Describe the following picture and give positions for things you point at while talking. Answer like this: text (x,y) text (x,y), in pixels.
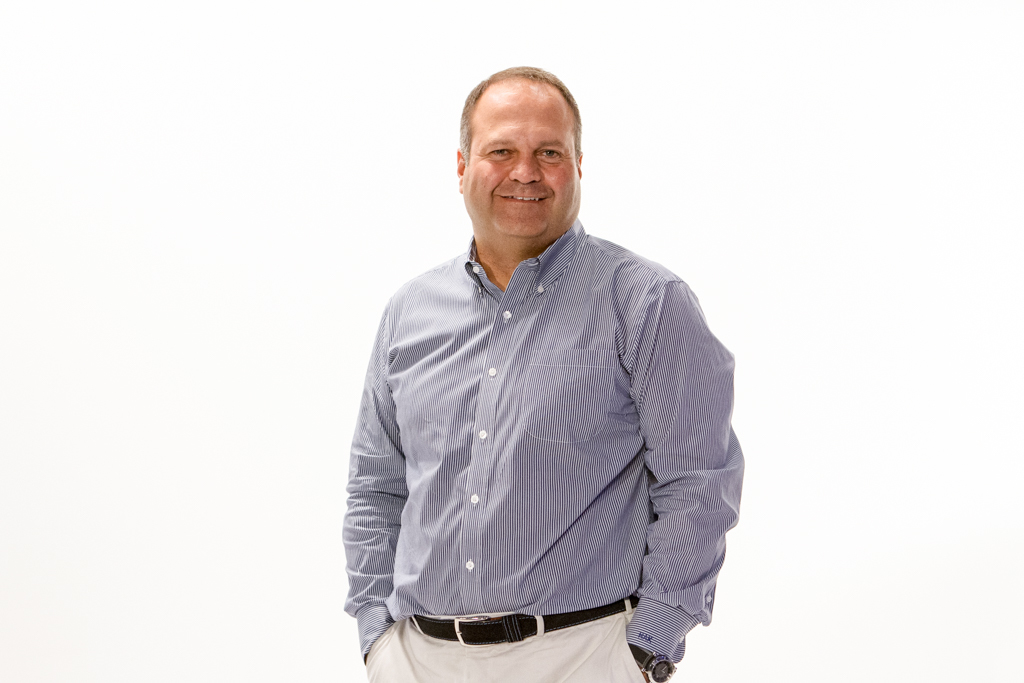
In this image we can see a person (623,369) smiling, and the background (590,188) is white in color.
